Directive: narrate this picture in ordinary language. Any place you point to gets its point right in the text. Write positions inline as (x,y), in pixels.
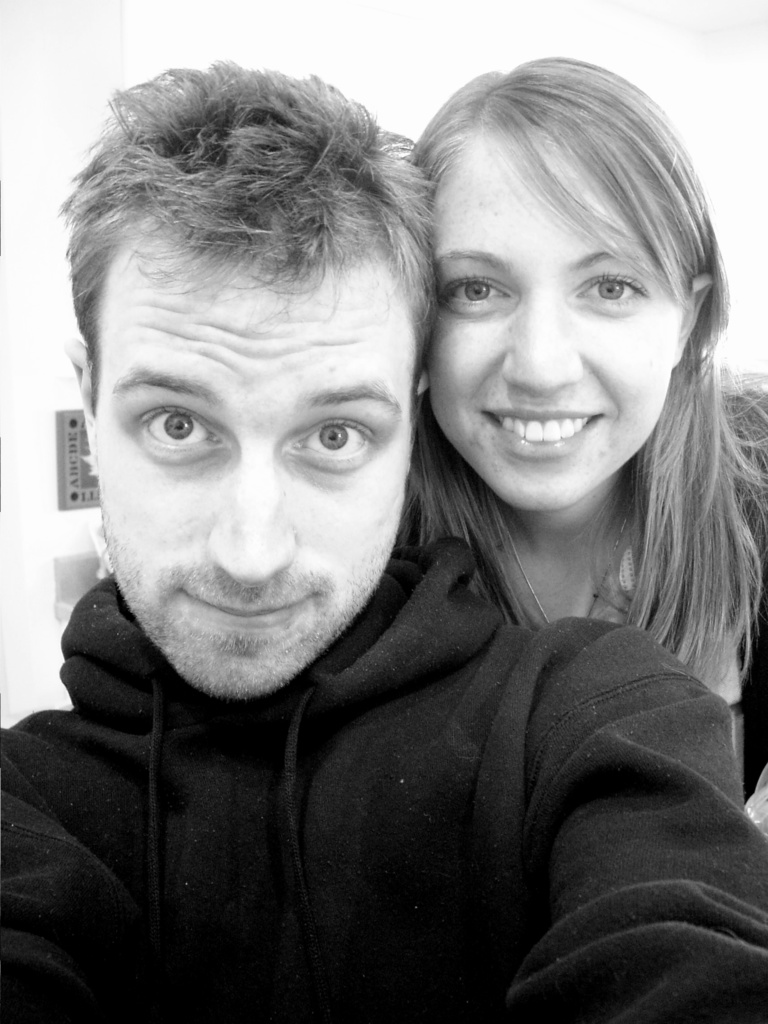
In this picture we can see a man (413,579) and a woman (613,348), she is smiling and he wore a black color jacket (444,792).
